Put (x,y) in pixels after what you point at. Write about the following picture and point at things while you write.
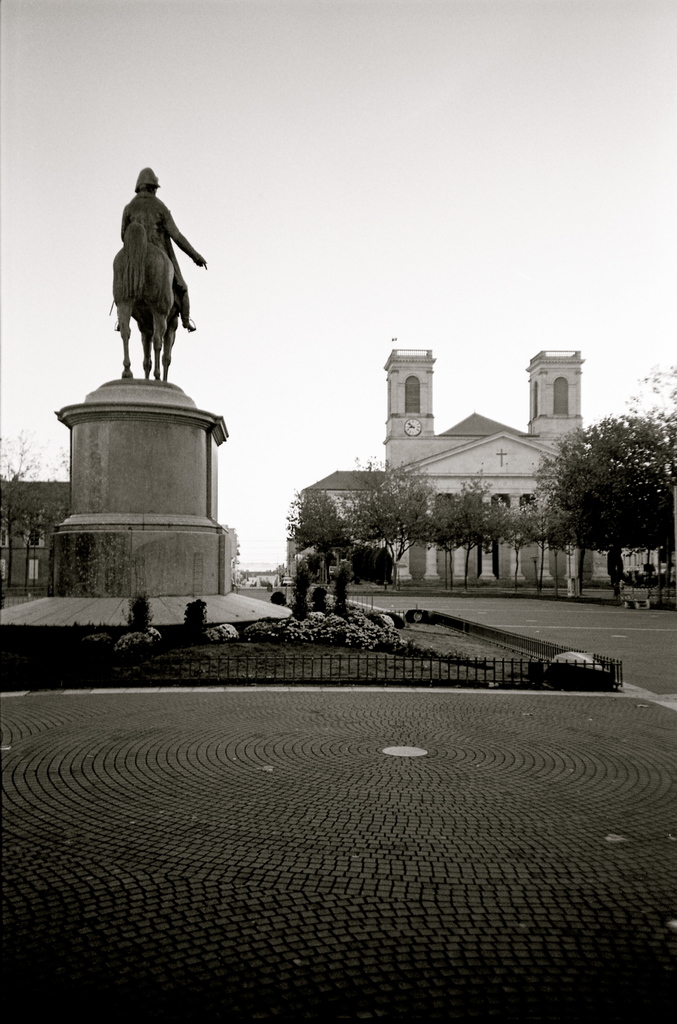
In this image, we can see the floor (226,780), there is a statue (126,340) of a horse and a person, we can see a small fence (572,680), there are some trees (455,546), we can see the house (505,494), at the top (378,146) there is a sky (378,146) which is cloudy.
